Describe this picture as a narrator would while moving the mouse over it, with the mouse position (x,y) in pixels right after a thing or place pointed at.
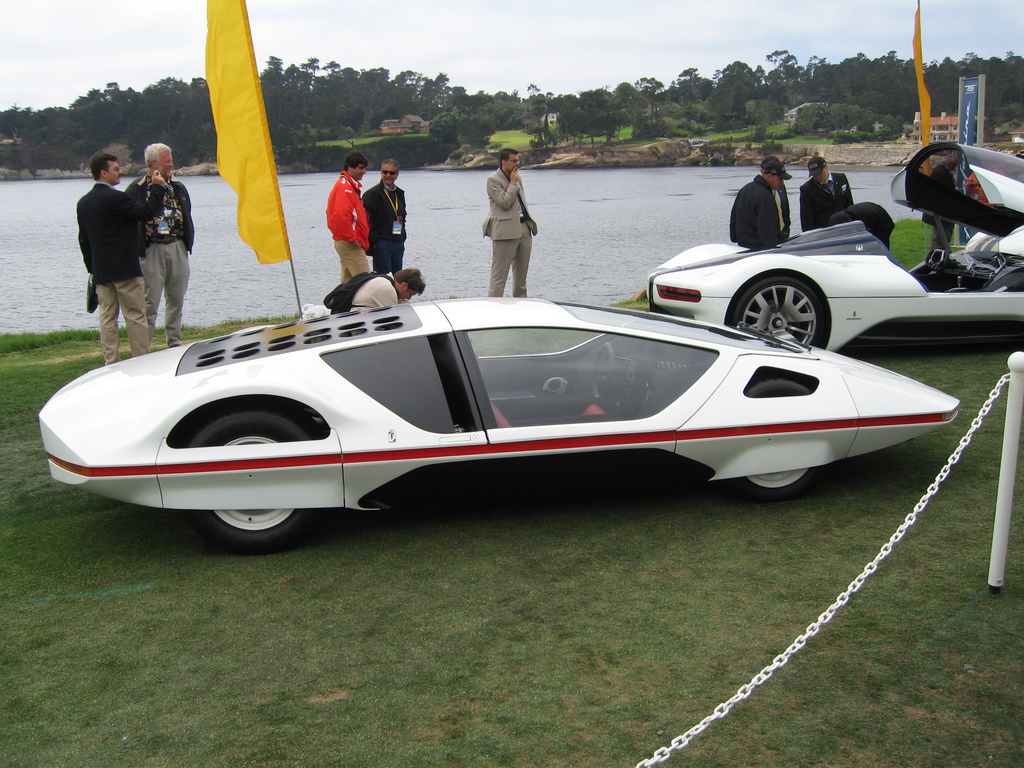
In this image, there are some persons (153,220) wearing clothes (140,245) and standing beside the lake (198,287). There are vehicles (508,327) in the middle of the image (534,312). There is a pole (1004,450) on the right side of the image (1003,435). There are some trees (706,91) and sky (427,57) at the top of the image (482,44).
